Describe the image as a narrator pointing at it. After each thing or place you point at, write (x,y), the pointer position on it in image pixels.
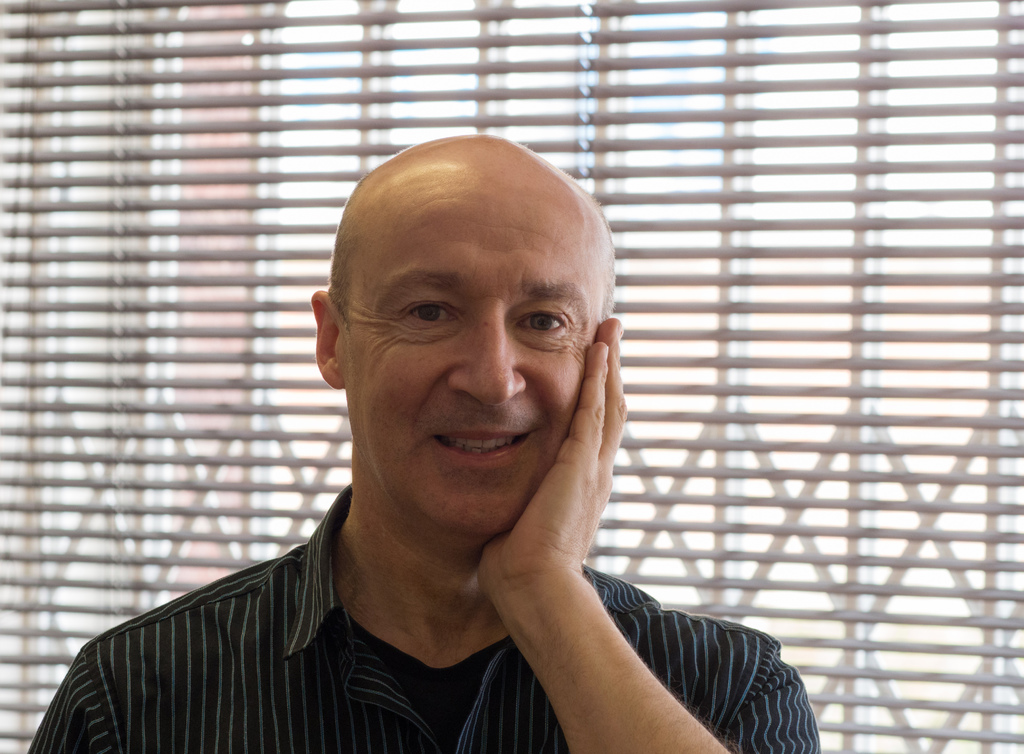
In the picture I can see one person (399,411) and he's smiling.
